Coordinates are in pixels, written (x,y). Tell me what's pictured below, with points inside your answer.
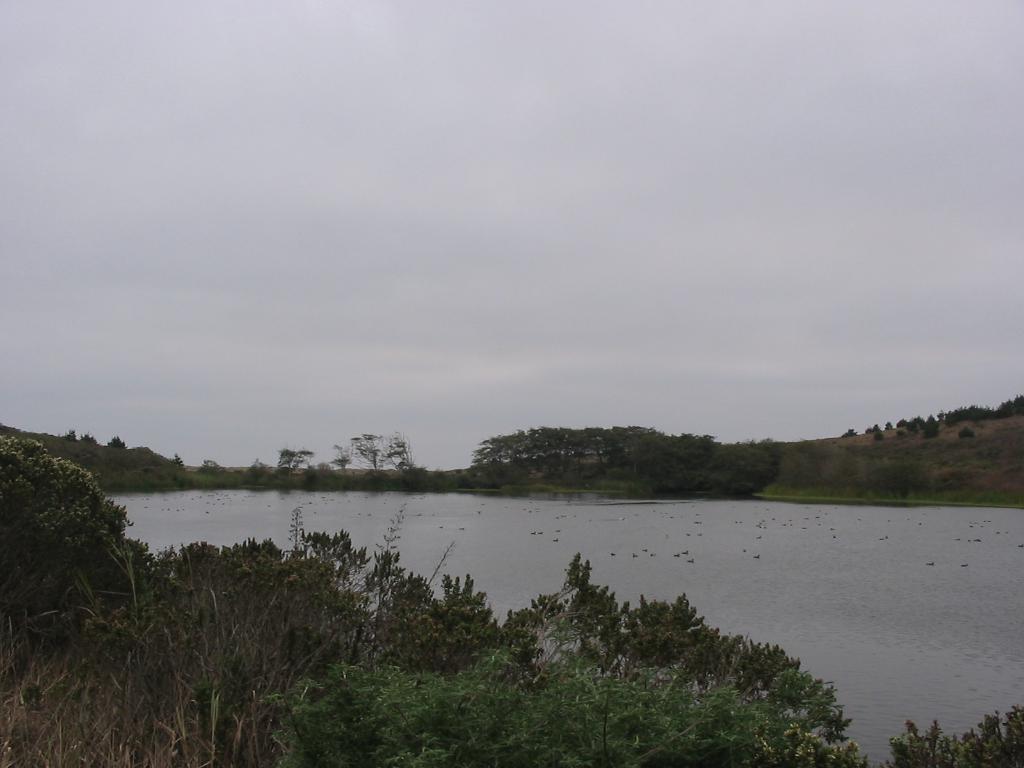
In this image we can see water (802,649) and there some plants (444,730) and trees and at the top (563,243) we can see the sky (852,157).
